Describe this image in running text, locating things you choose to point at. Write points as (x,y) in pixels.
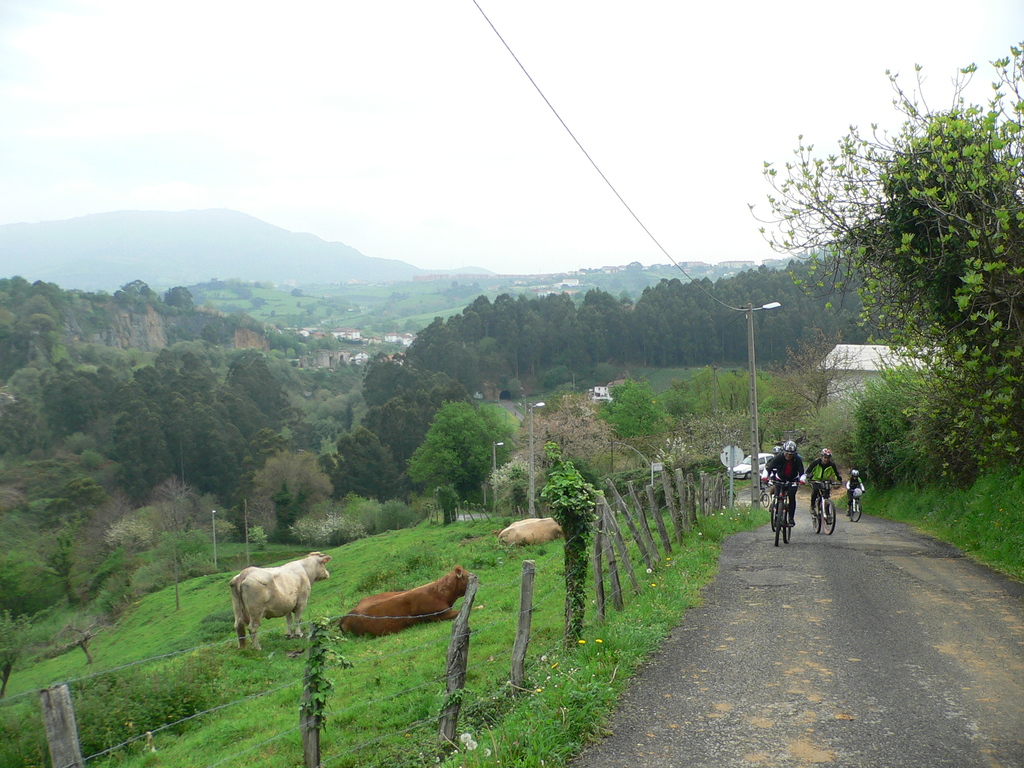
In the background (499,107) we can see sky (437,169), hills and trees (404,365). On either side of the road (866,525) we can see grass (495,641). This is a fence (652,540). Here we can see animals (544,533) and people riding bicycles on the road (895,540). Here we can see lights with poles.
